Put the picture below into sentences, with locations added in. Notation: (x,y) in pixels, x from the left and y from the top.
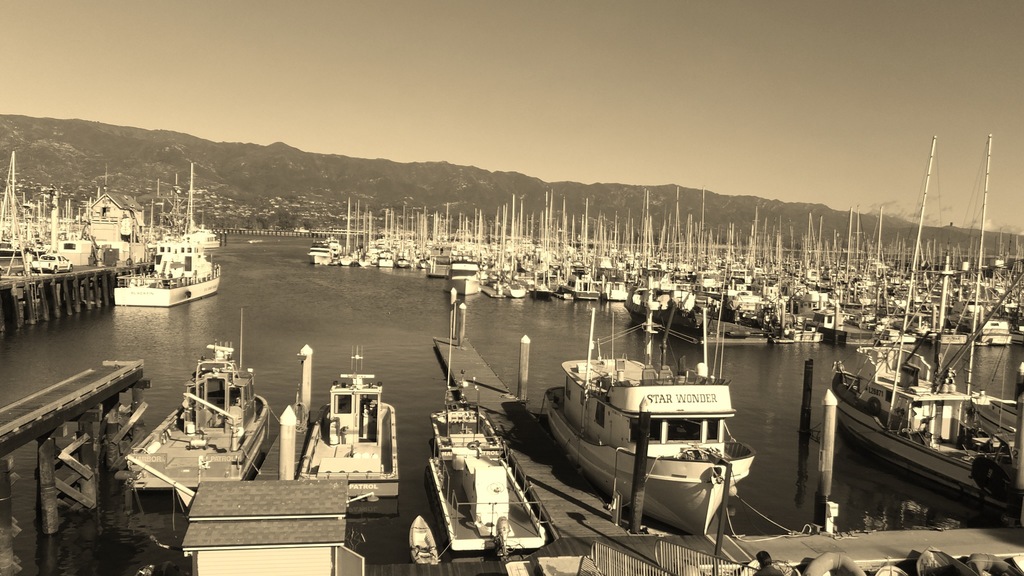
In this image we can see boats (476,259), water (371,328). In the background of the image (242,180) there are mountains (417,187), trees (311,203). At the top of the image (508,80) there is sky (606,83).
